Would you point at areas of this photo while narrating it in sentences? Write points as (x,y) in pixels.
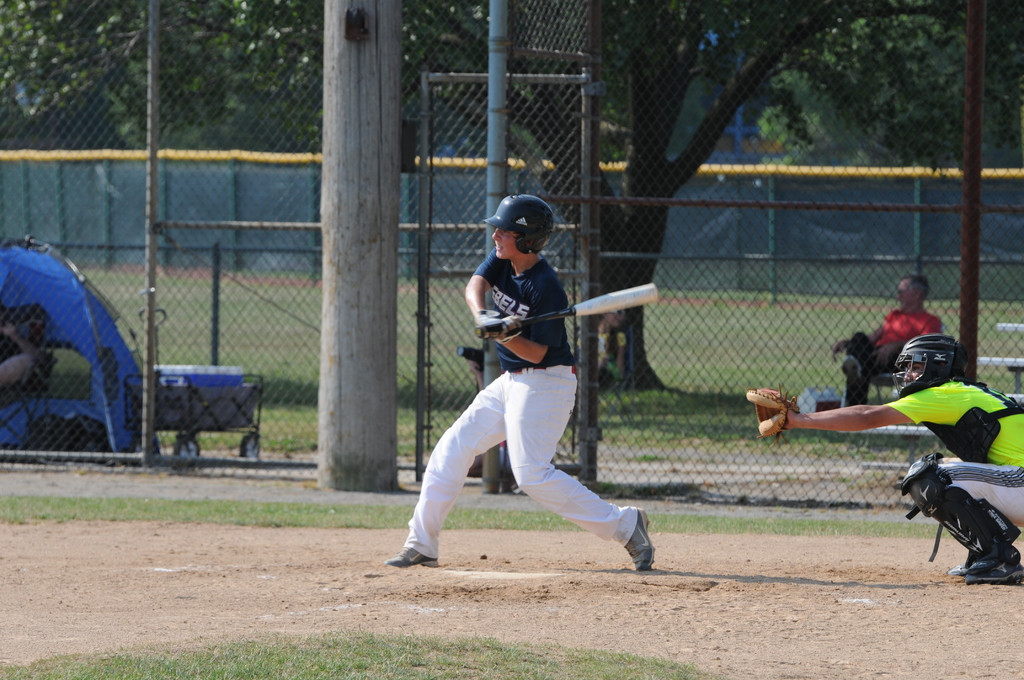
In this image there are players (494,445) playing baseball on a ground (568,604), in the background (347,291) there are poles (384,186), fencing (466,184), behind the fencing (876,177) there is a man (874,353) sitting on a chair (873,376) and there are trees (855,20).
